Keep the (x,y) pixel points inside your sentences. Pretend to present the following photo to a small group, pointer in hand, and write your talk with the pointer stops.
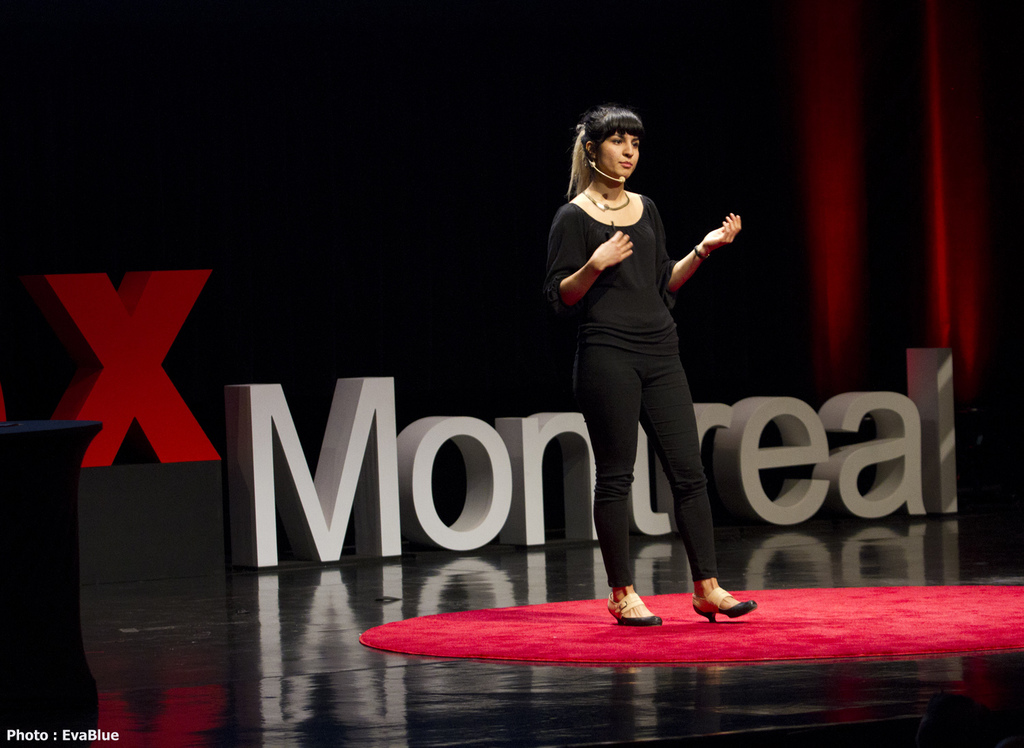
There is a lady (682,473) standing and having a mic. On the floor (424,678) there is red carpet (784,626). In the back (899,456) something is written. And there is a watermark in the left bottom corner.
